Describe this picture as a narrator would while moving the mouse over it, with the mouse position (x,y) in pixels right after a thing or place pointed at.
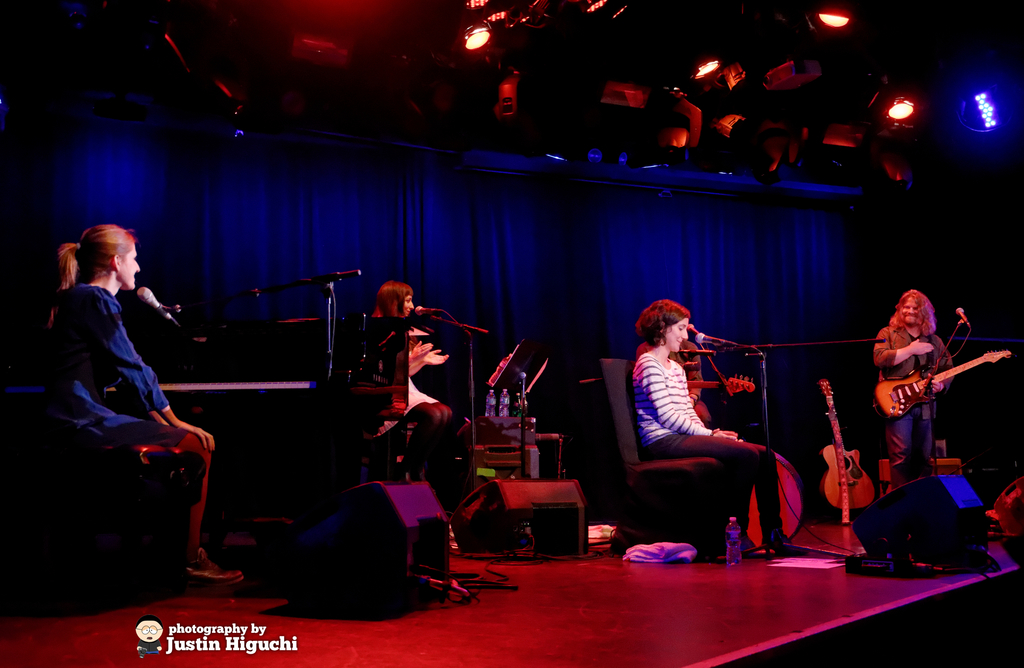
As we can see in the image, there are four people (134,244) on stage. These three people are sitting and the man (924,311) who is standing on the right side (945,389) is holding guitar (989,355) in his hand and there are mics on stage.
